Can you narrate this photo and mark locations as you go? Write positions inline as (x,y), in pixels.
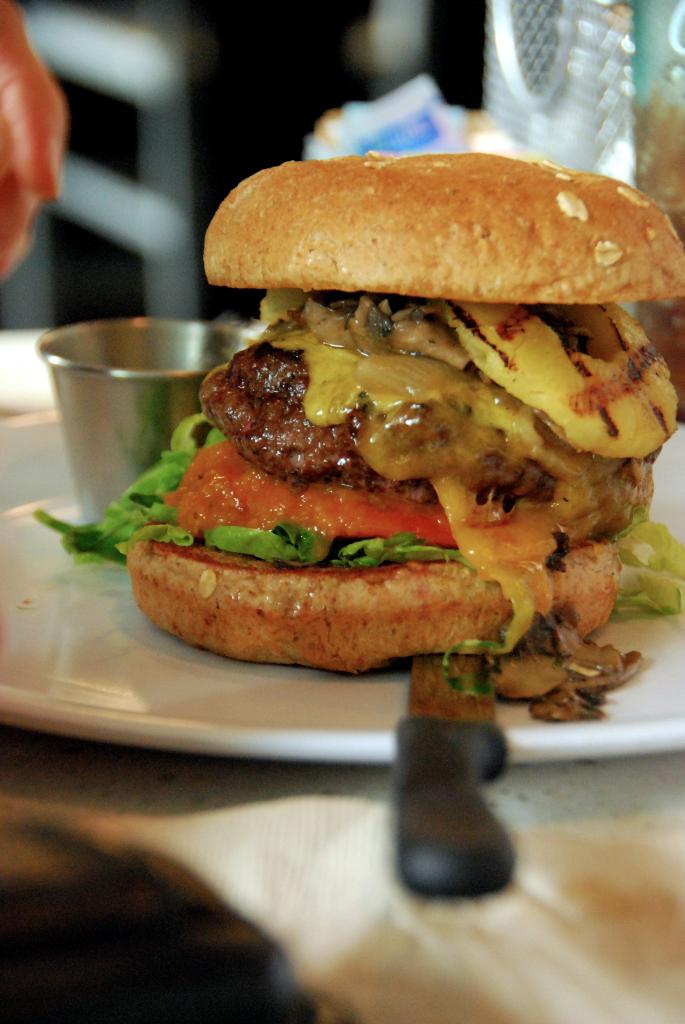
In this image I can see food (255,594) which is in brown, red, yellow color in the plate (194,702) and the plate (143,722) is in white color. I can also see a glass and knife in the plate (305,719).
